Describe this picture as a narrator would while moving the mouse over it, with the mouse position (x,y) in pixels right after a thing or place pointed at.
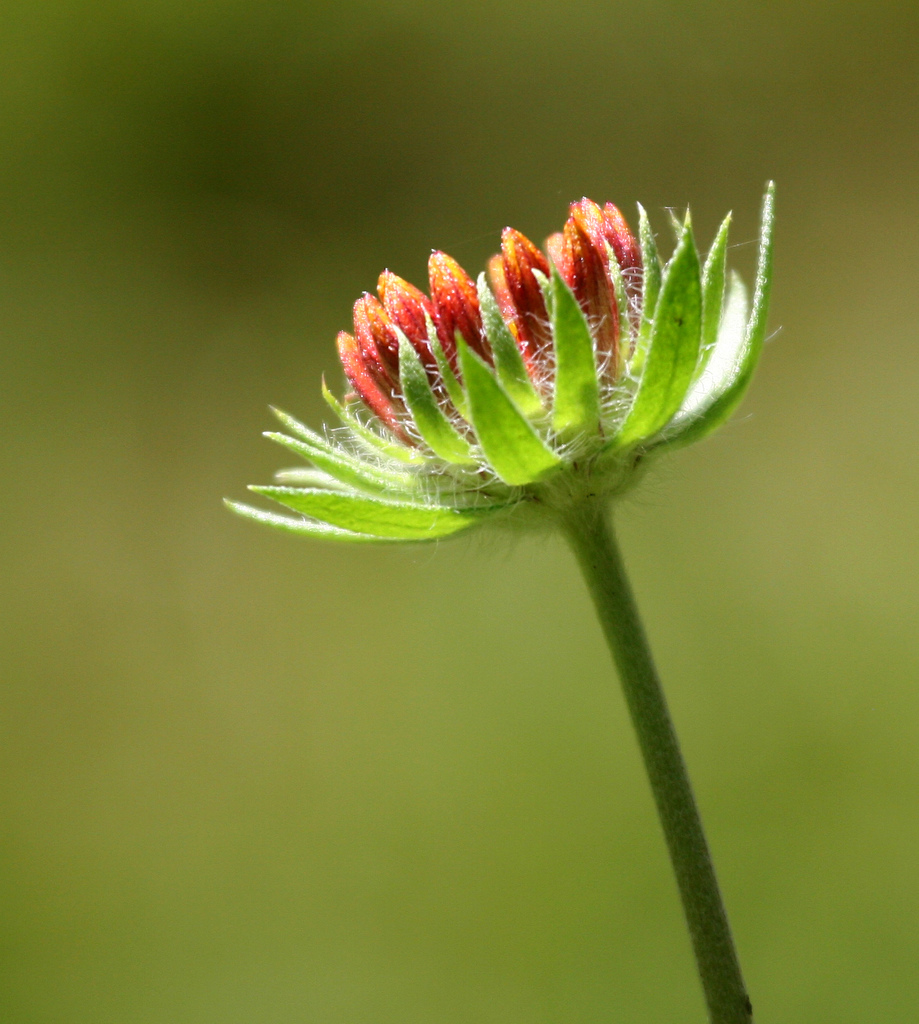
This picture contains a flower (513,250) which is in red color and sepals (455,383) in green color. In the background (339,605), it is green in color and it is blurred.
